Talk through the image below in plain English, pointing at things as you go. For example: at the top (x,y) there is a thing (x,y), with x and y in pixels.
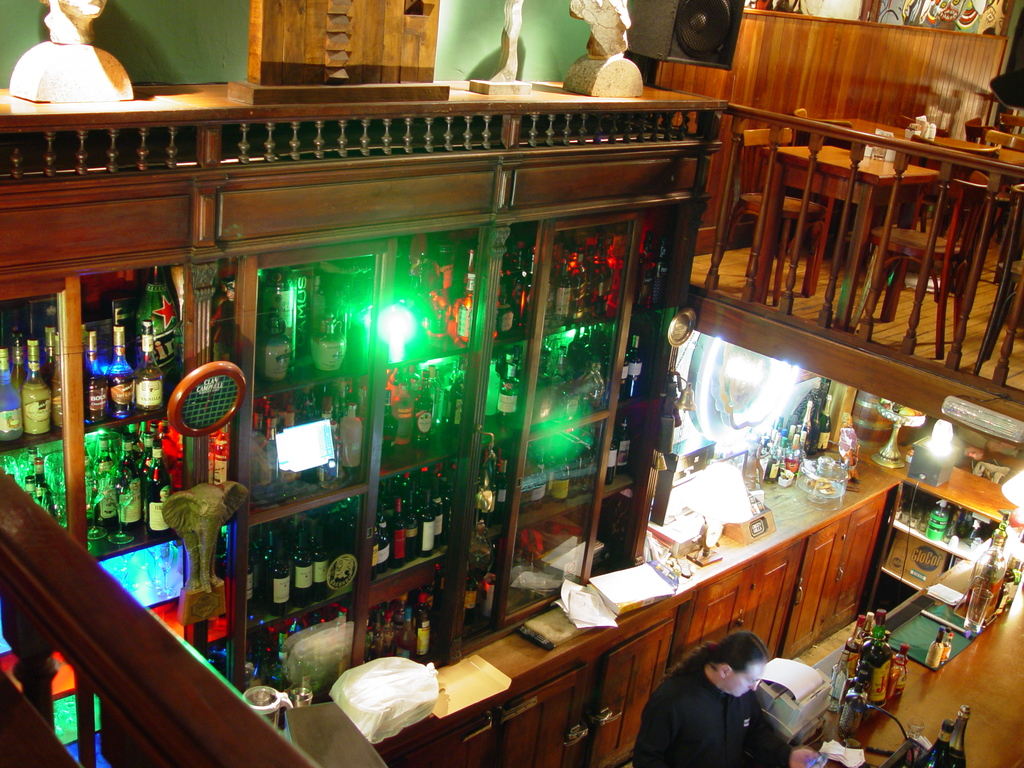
In this picture there is a inside view of the bar (198,217). In the front (336,268) there is a big wardrobe (357,532) with full of wine bottles (380,639). In bottom (648,721) there is a man (701,714) wearing black color shirt (724,725) is sitting on the chair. On the top (830,152) we can see a balcony (958,351) with some wooden table (863,177) and chairs (895,253).
